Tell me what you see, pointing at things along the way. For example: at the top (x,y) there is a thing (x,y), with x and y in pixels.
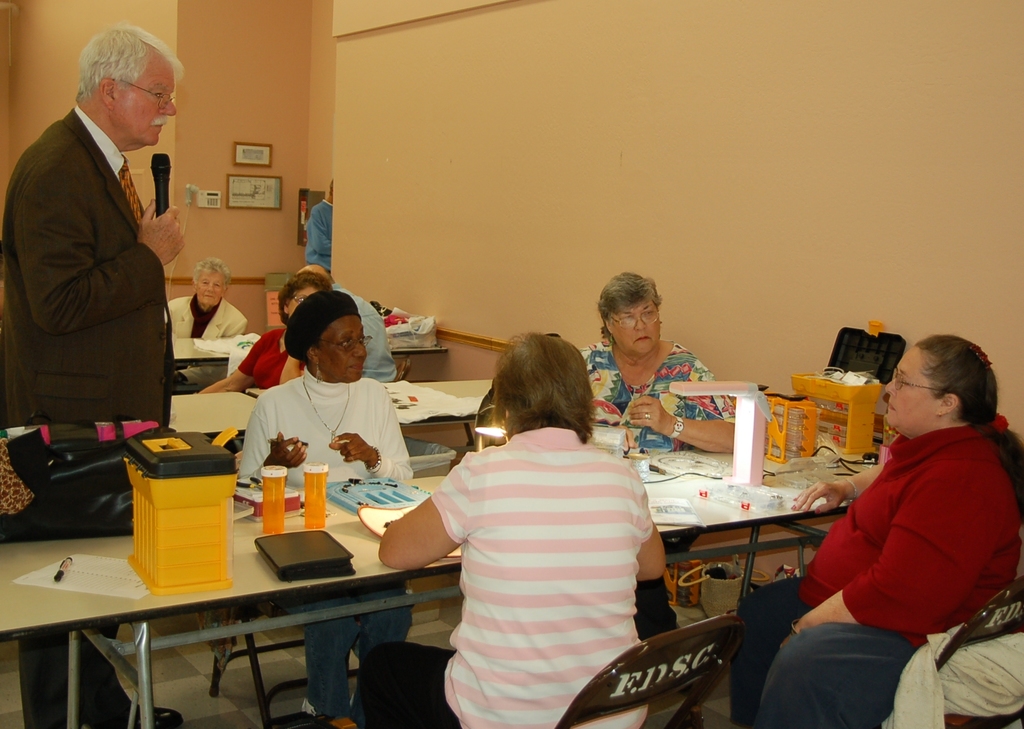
This picture is taken inside the room (868,224) in which there are four women (921,560) sitting around the table (341,535). On the table (243,541) there are two bottles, lamp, box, file (285,556), paper (113,581), pen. There is a man (91,374) who is standing beside the table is holding a mic (160,190) in his hand (152,207). At the background (321,101) there is a wall (278,75) to which there is a telephone (202,203) and a frame (270,190) to it.
